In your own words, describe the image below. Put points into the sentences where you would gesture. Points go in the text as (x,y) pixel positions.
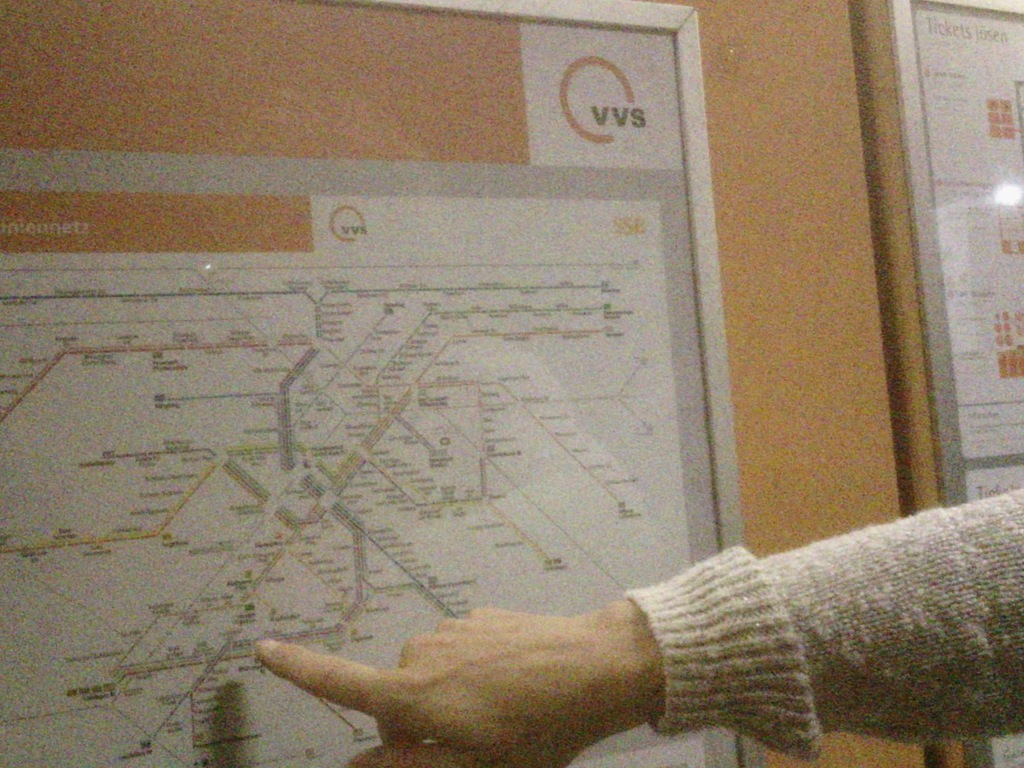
In this image we can see a map (225,600) on the wall (753,147). There is a person's hand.
